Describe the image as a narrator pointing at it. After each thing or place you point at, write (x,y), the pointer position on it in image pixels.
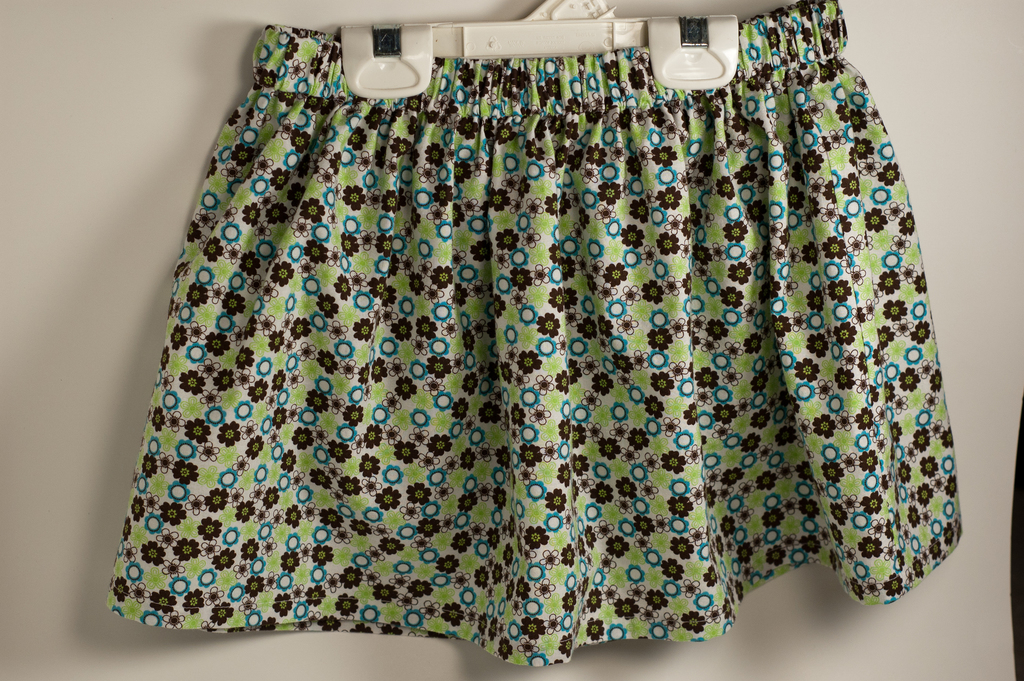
In this picture there is a floral green color mini skirt (522,247). At the back (107,666) there is a white background (910,177).
